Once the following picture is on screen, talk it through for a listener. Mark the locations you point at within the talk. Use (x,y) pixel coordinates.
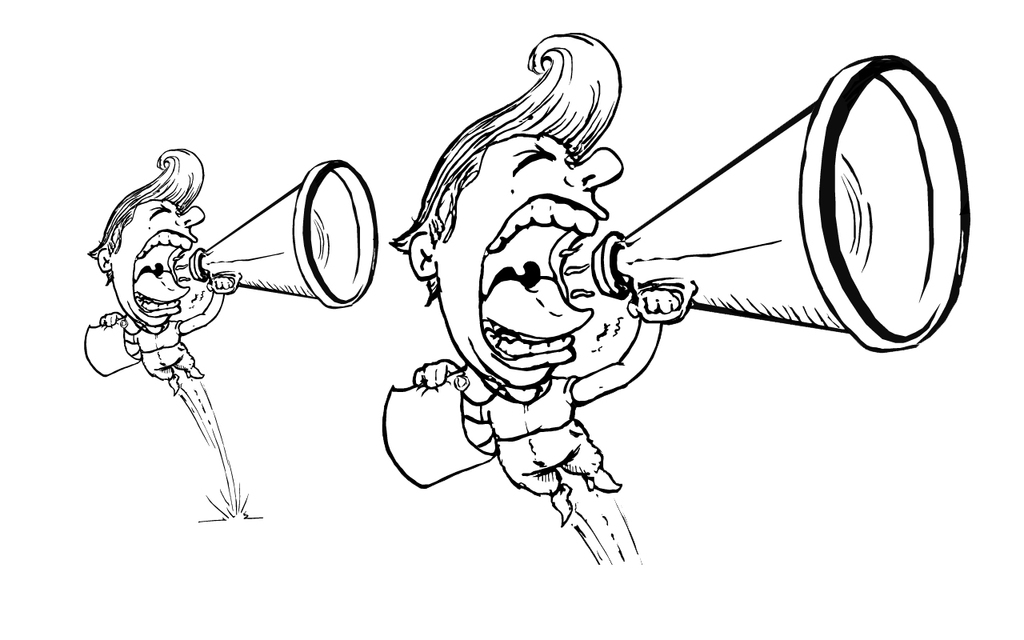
In this picture we can see cartoon images (91,343) of a man (591,235) holding a loudspeaker (362,224) and a paper (92,359) with his hands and shouting and in the background (246,146) it is white color.
